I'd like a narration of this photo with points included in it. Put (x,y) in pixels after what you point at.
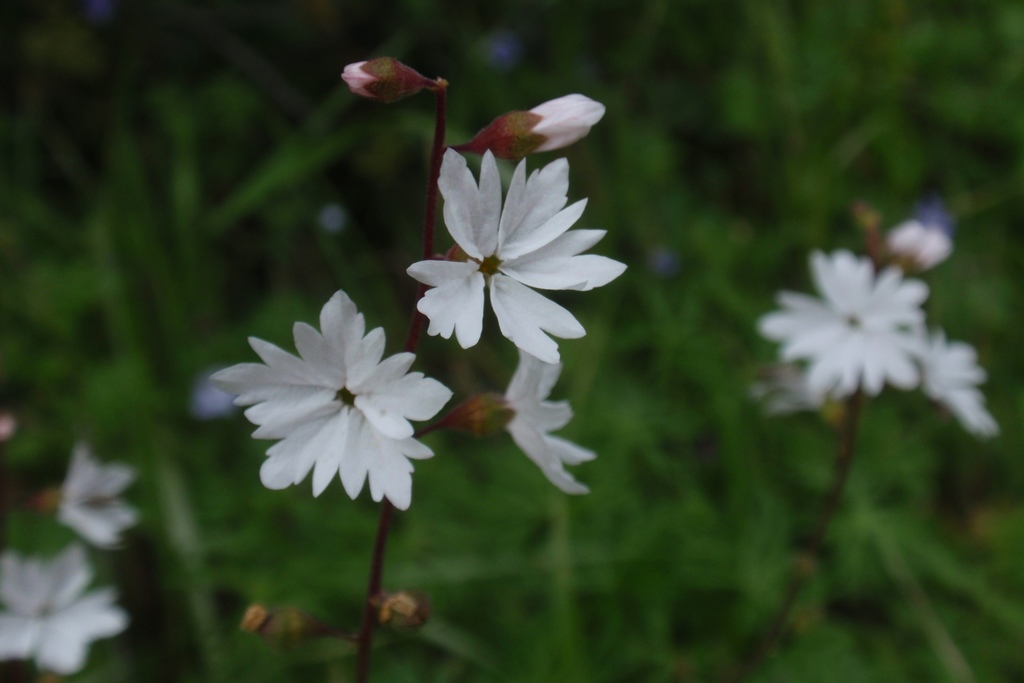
In this image we can see flowers (404,404) and buds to the plants (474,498).
